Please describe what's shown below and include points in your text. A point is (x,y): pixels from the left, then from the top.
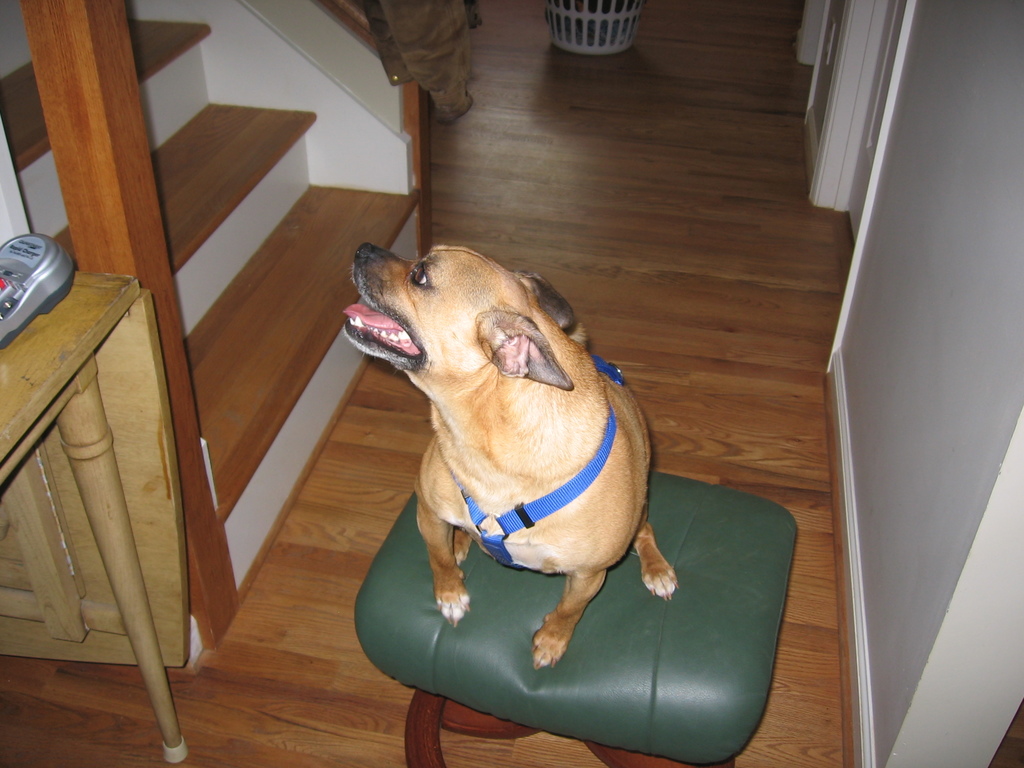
In this image we can see a stool (386,577) on the wooden floor (775,434). On the stool (758,557), we can see a dog (506,461). On the right side of the image (943,175), we can see a wall (962,156) and a door (859,28). On the left side of the image (123,394), we can see stairs (216,137), table (15,366), jacket (441,65), wooden pillar (93,57) and one grey color object (22,298). There is a plastic object (589,28) at the top of the image (571,14).
